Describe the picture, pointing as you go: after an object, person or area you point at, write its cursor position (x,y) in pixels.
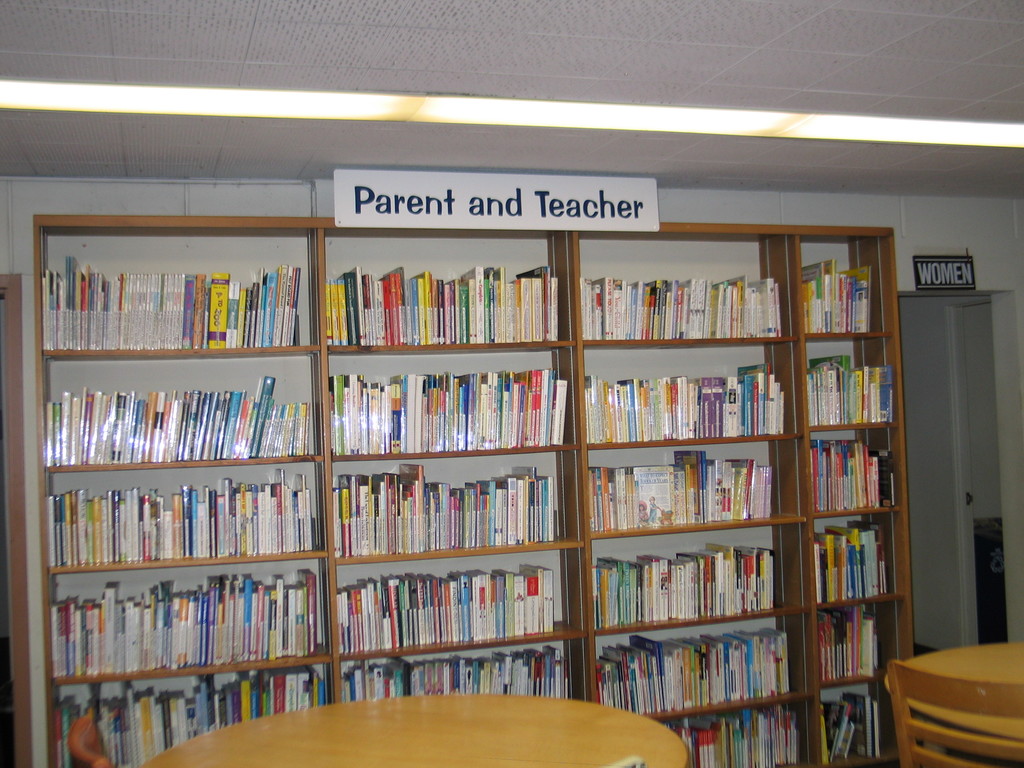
In this image I can see the rack (624,445). In the rack (306,354) there are many books (418,442) which are colorful. And there is board (433,215) in the top of the rack (390,239) and I can see the name parent and teacher is written on it. In-front of the rack (369,657) I can see the tables (607,754) and the chair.
